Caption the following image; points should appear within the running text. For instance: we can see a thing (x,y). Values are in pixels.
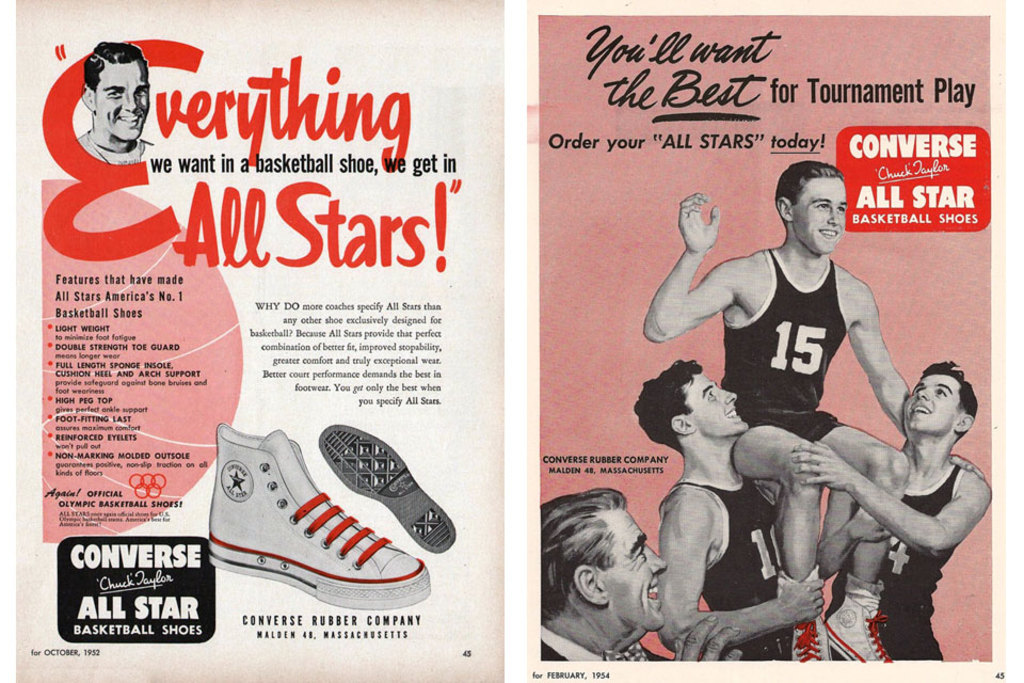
In the foreground of this poster, on the left (292,226), there is some text (141,244) and the image of shoes (317,508) and a person (124,107). On the right (880,92), there are people (786,580) and the text (744,116).
